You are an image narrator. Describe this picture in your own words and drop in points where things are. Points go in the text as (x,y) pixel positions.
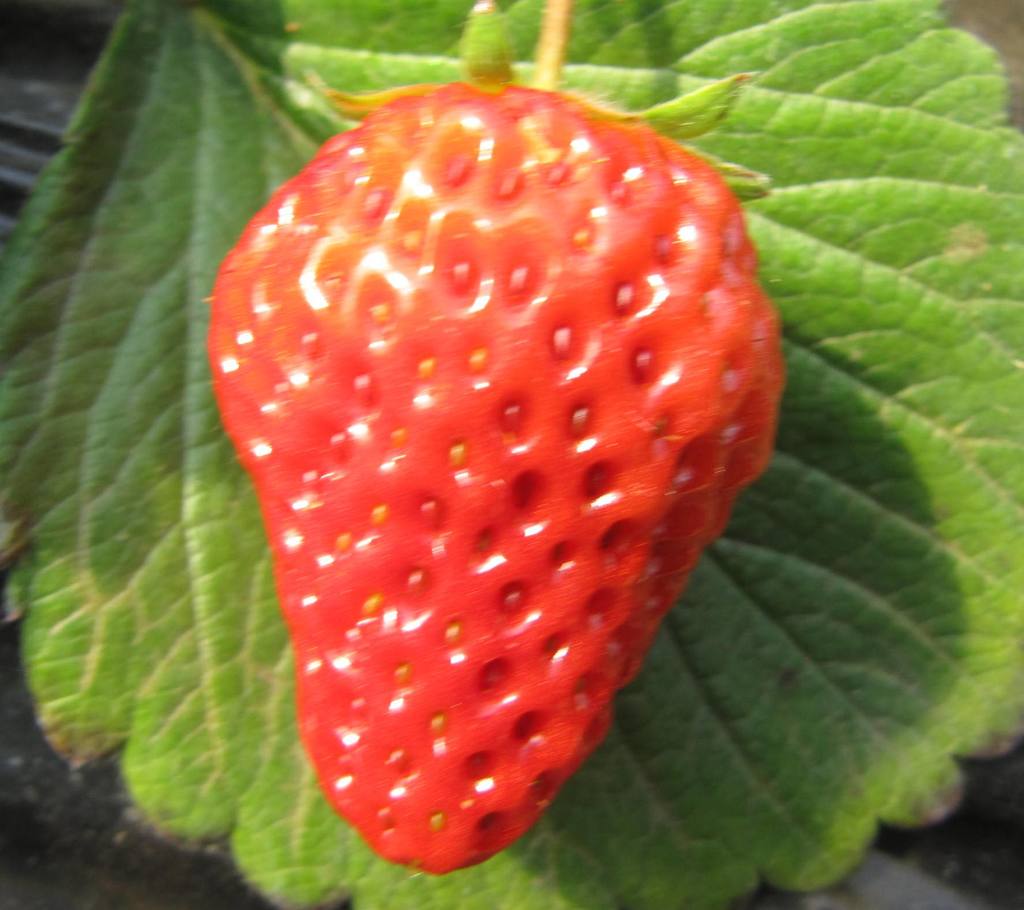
In this image there is a strawberry (477,497), behind the strawberry (581,619) there is a leaf (724,798).
